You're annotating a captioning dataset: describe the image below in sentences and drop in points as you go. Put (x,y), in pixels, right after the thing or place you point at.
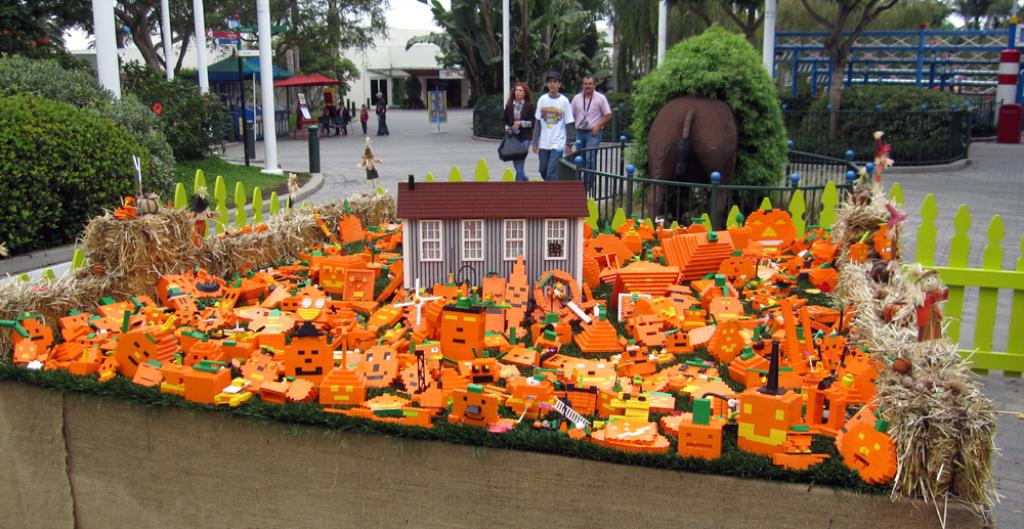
In this image there is a table (307,472). There are toys (493,287) on the table (414,479). Behind the table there are a few people (556,114) walking on the ground (397,172). To the left (124,156) there are hedges (111,137), poles (166,41) and grass (236,167) on the ground (235,170). In the background (369,51) there are houses (395,59), table umbrellas (284,71) and chairs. At the top (590,6) there are trees (648,31). To the right (941,65) there is a railing (939,131).
